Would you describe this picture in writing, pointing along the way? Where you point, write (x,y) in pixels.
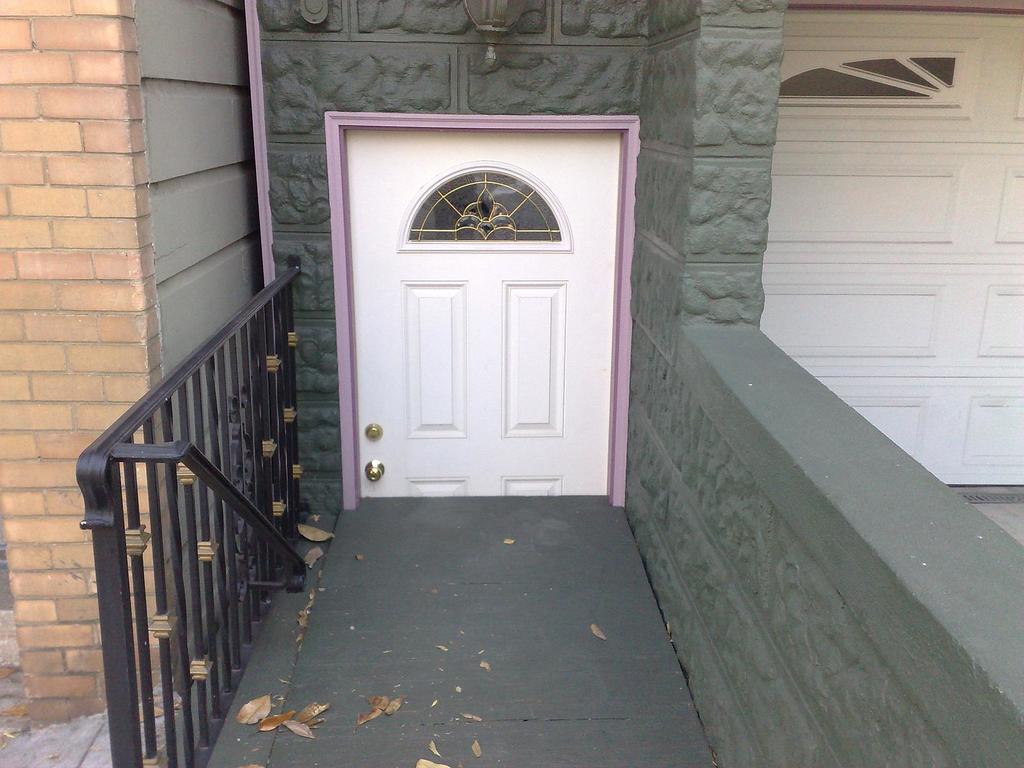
In the foreground (105,219) I can see a fence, door (551,445) and a wall (717,11). This image is taken during a day.
